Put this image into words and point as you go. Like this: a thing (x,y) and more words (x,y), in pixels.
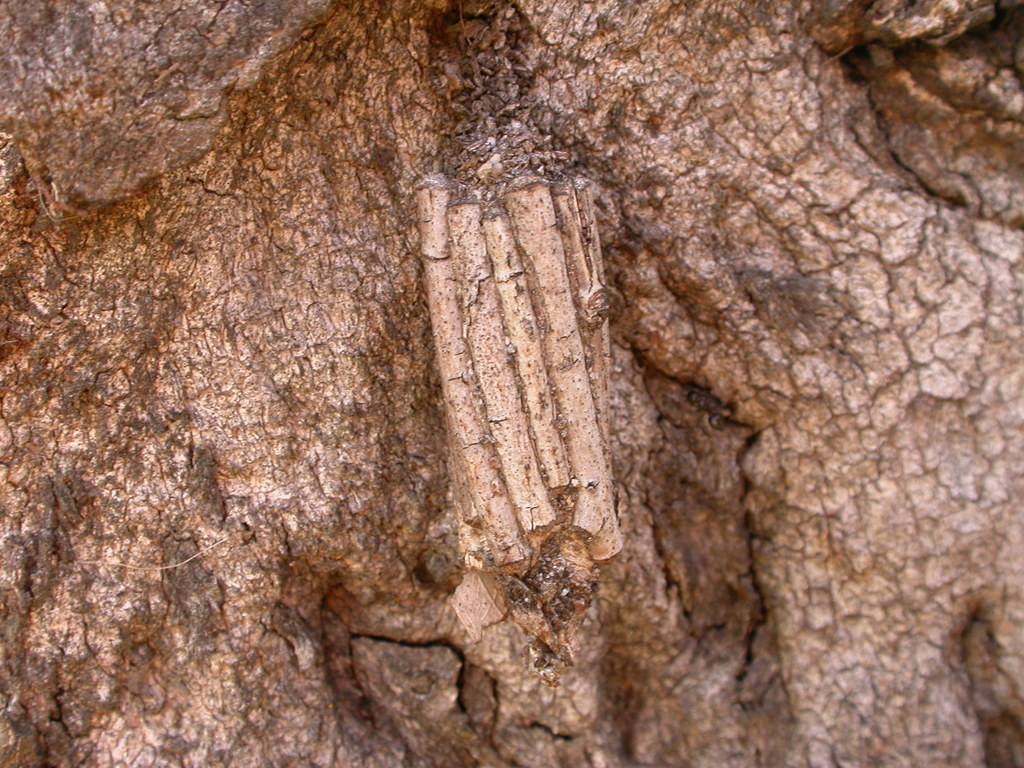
In this image I can see the wood (217,392).
